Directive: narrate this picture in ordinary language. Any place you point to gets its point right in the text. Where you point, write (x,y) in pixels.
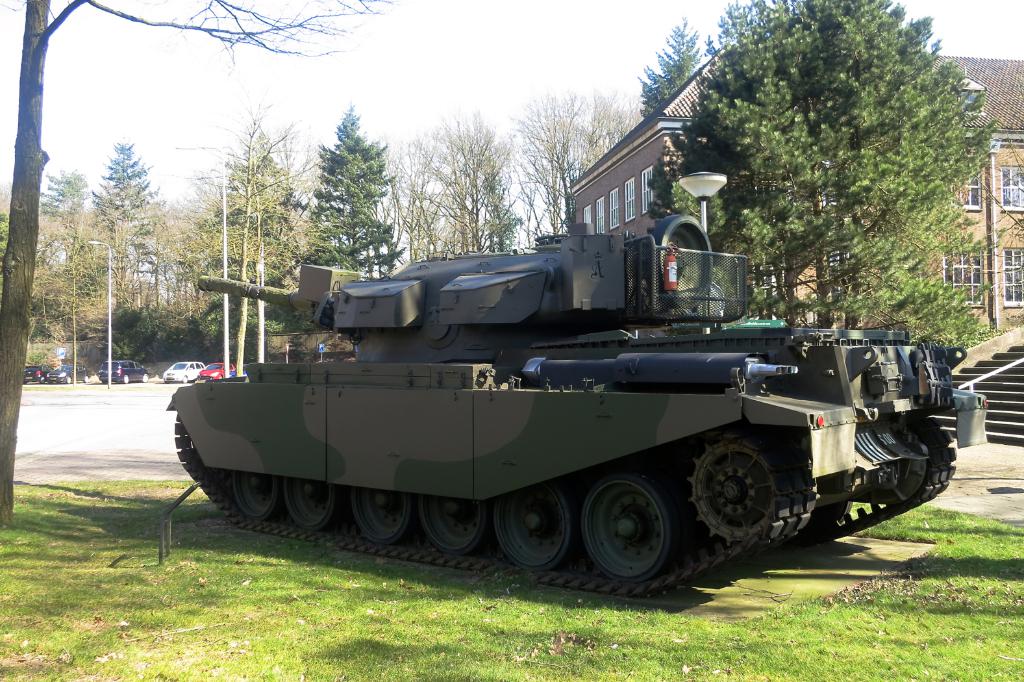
In this image we can see the tanker (201,388), there are vehicles (211,373), light poles (228,363), there is a house (1002,272), windows (1022,273), staircase (987,413), there are trees (122,342), also we can see the sky (455,97).
